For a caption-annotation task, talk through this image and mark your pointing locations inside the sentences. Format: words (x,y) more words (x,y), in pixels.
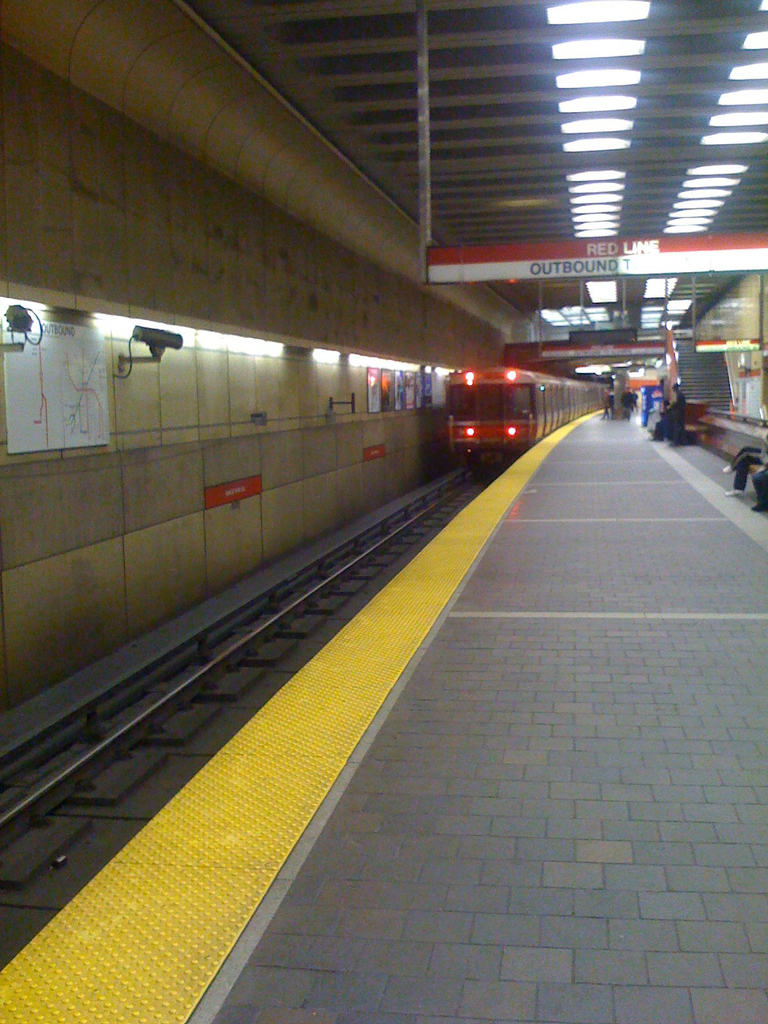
In this image we can see a train (454,430) on a railway track (242,643). On the left side (156,406) there is a wall (121,313) with lights (210,334). On the wall (201,329) there is a camera (149,341) and a board (51,410). On the right side (558,667) there is a platform (530,742). Also there are boards (606,265). On the ceiling (567,62) there are lights (561,316). In the back (701,383) there are steps (689,375).
